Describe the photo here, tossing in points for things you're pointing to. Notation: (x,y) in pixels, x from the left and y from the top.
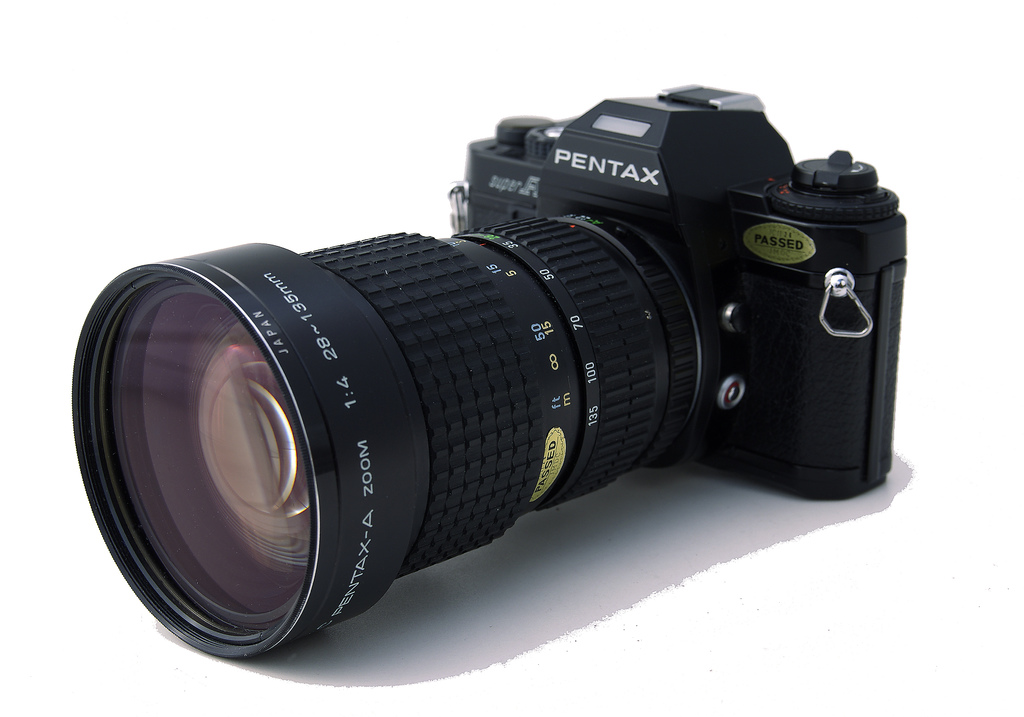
This is the image of a camera (762,196) with the lens (279,332).
